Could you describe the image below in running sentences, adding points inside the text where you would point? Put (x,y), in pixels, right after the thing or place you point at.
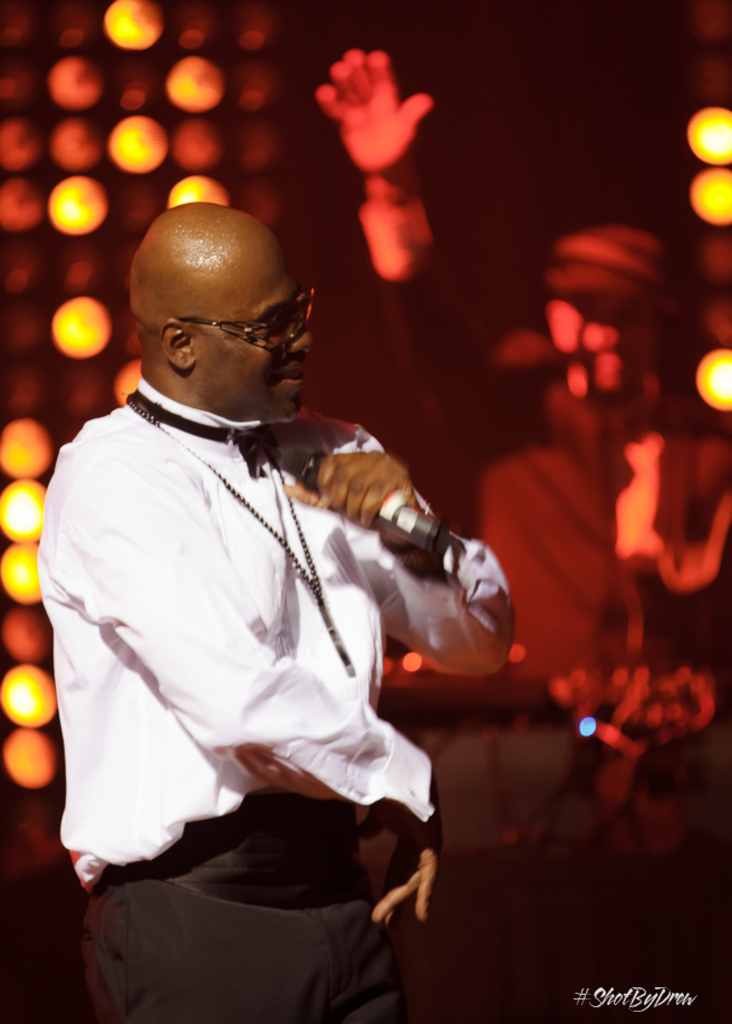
In this picture we can see a man (280,604) holding the microphone (308,481) and wore spectacles (262,327) and in the background (589,327) a person (593,402) is lifting his hands (395,151) and also we can see some lights (187,103) in the background (181,109).
